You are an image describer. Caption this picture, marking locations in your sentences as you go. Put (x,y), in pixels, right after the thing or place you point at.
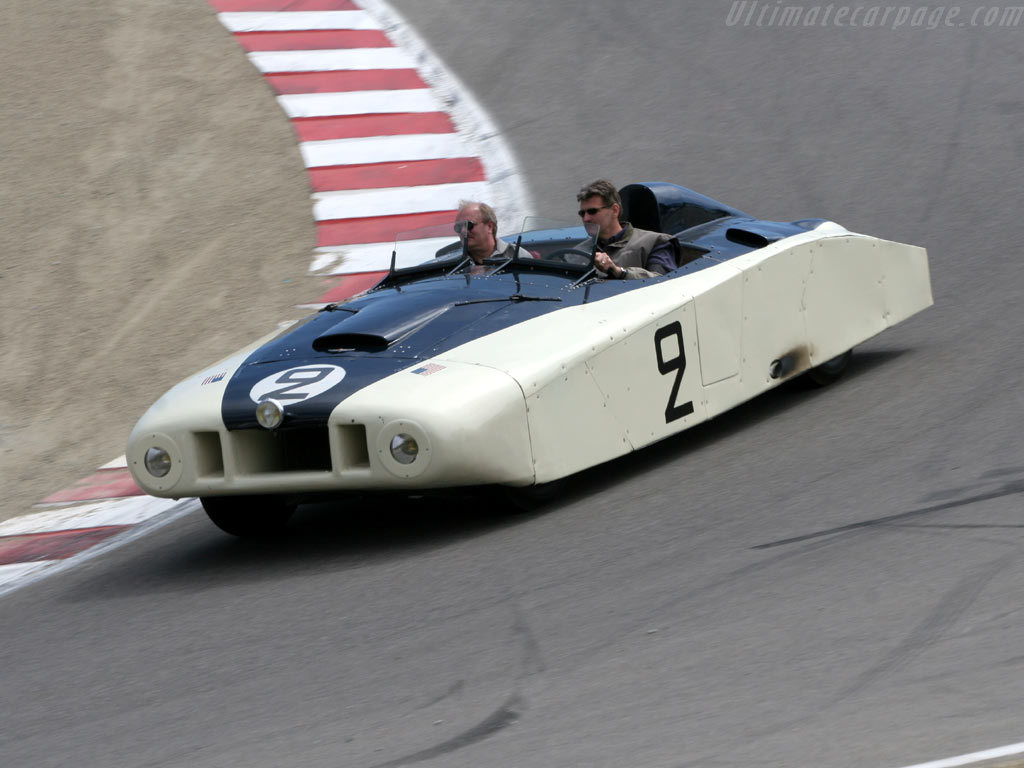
In the center of the image (528,428) we can see one vehicle (653,298) on the road (827,123). And we can see two persons (663,271) sitting in the vehicle (806,226). On the top right side of the image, there is a watermark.
